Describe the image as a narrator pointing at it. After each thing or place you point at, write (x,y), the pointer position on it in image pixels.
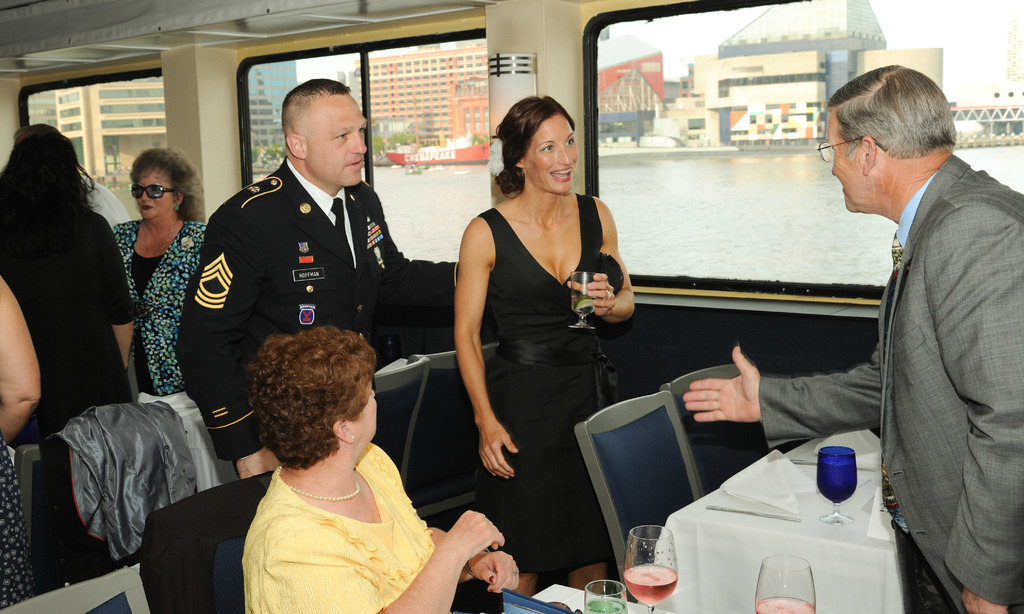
We can see people (539,524) and we can see glasses (640,527), tissue papers (782,480) and objects (760,517) on tables (681,534) and chairs (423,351) and we can see glass windows (249,96), through this glass windows (754,147) we can see water (632,204), boat (460,161), trees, buildings (823,38) and sky (971,20).
